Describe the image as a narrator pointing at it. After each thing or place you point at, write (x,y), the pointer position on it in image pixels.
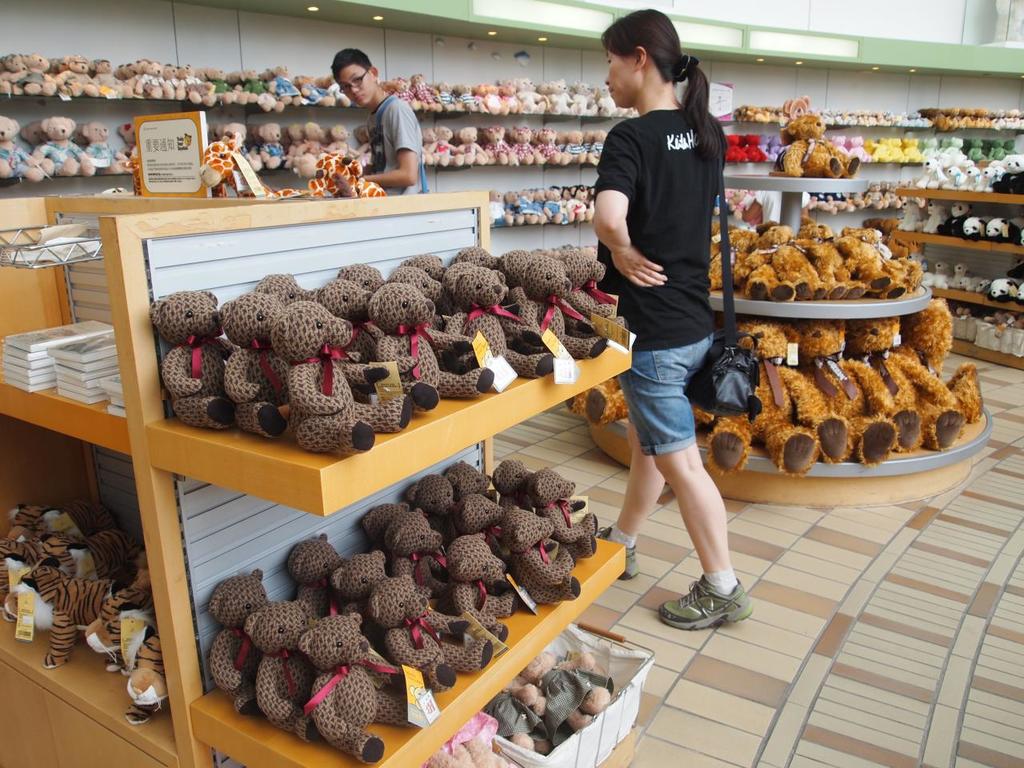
The image is taken inside the store (666,542). In the center of the image (627,295) we can see people (656,70) and there are soft toys (234,392) placed in the shelves (1006,197) and there are lights (584,19).
